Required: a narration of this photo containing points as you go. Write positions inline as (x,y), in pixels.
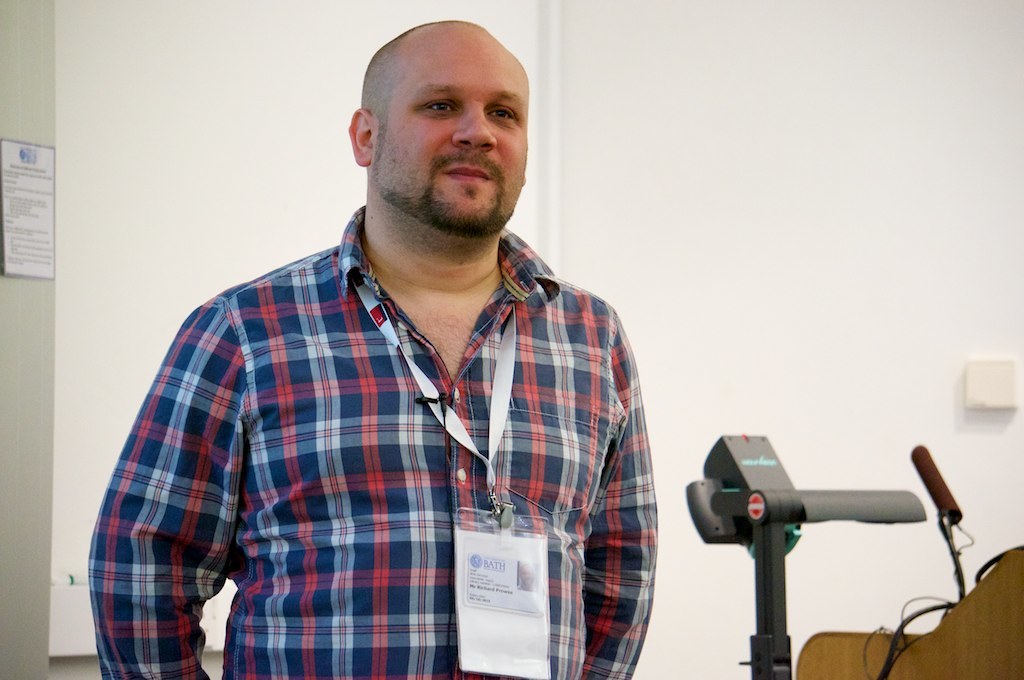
In this image I can see a person (325,409) wearing blue, pink and white colored shirt (322,435) and white colored badge (483,613) is standing. I can see a podium (957,611), and microphone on it and a black colored object (712,511) beside him. In the background (823,463) I can see the white colored wall (786,134) and a white colored board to the left side of the image (41,150).
